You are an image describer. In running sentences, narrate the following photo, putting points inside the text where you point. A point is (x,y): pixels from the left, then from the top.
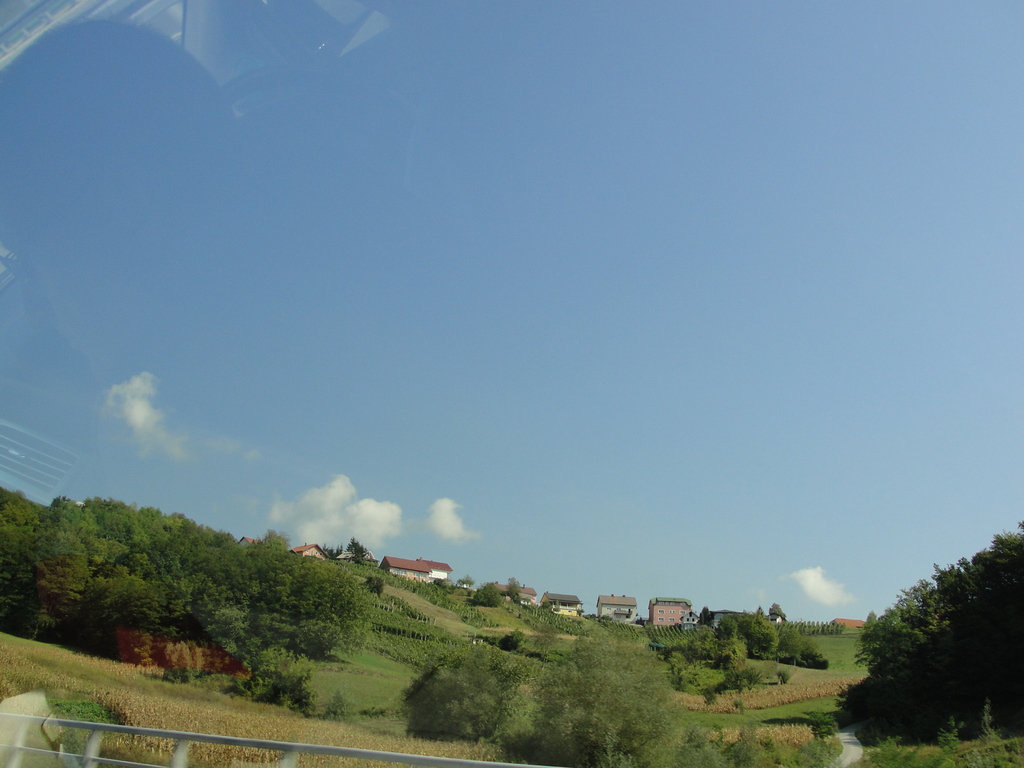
In this picture we can see the grass (236,719), fence (324,749), trees (289,619), buildings (719,620) and in the background (136,414) we can see the sky (468,306) with clouds (150,437).
